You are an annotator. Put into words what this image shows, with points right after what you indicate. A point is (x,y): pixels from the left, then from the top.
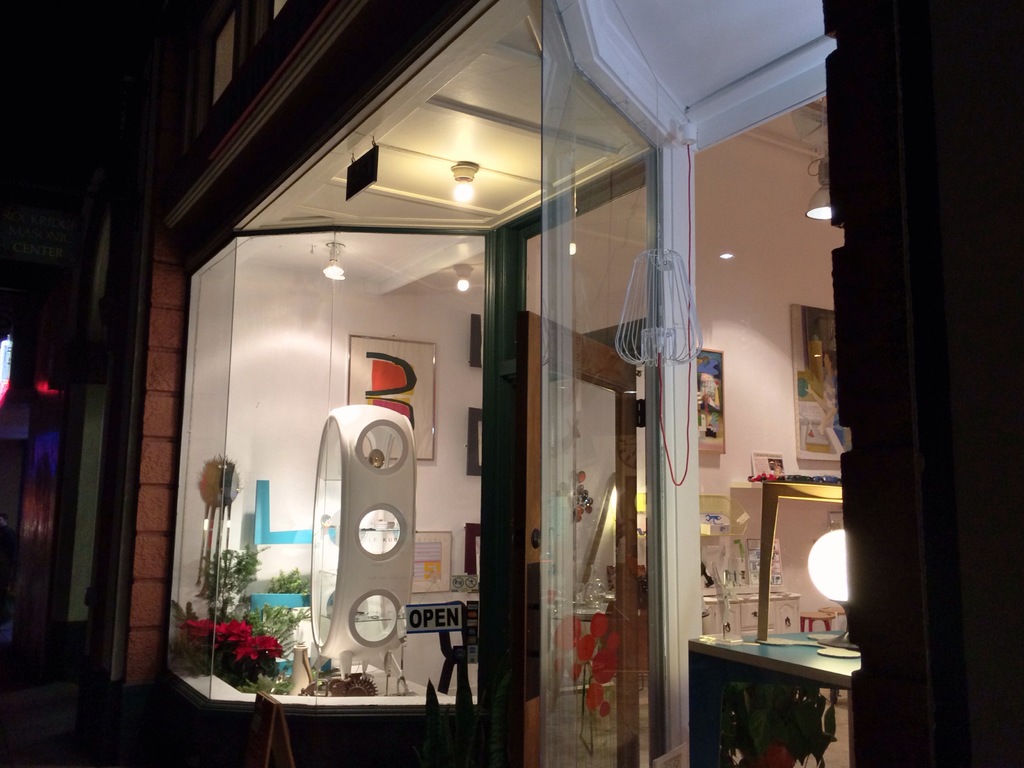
In the picture I can see framed glass wall (444,488), a glass door (572,555), photo frames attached to the wall (588,532), lights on the ceiling (592,171) and some other objects (756,743). The background of the image is dark.
